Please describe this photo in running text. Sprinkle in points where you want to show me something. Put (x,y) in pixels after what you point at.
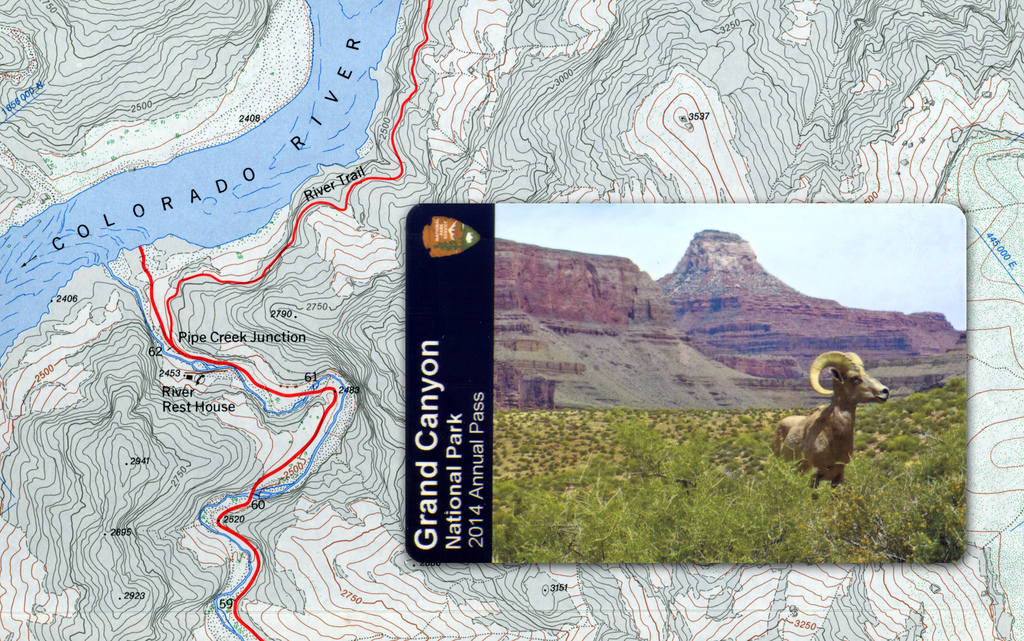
In this image we can see a map (319,228) and a landmark (659,286) of canyon (584,402) in which there is a sheep (851,370).
